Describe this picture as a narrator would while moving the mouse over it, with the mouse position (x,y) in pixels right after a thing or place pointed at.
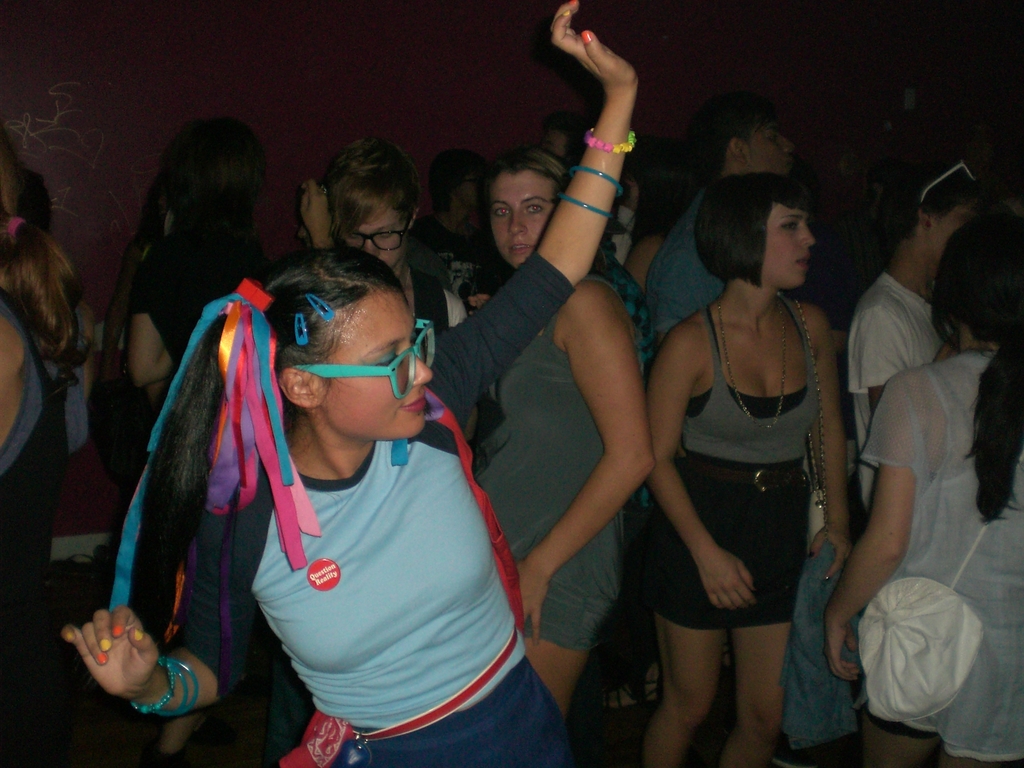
In this image there are group of people (448,299) visible in front of the wall (431,48).
